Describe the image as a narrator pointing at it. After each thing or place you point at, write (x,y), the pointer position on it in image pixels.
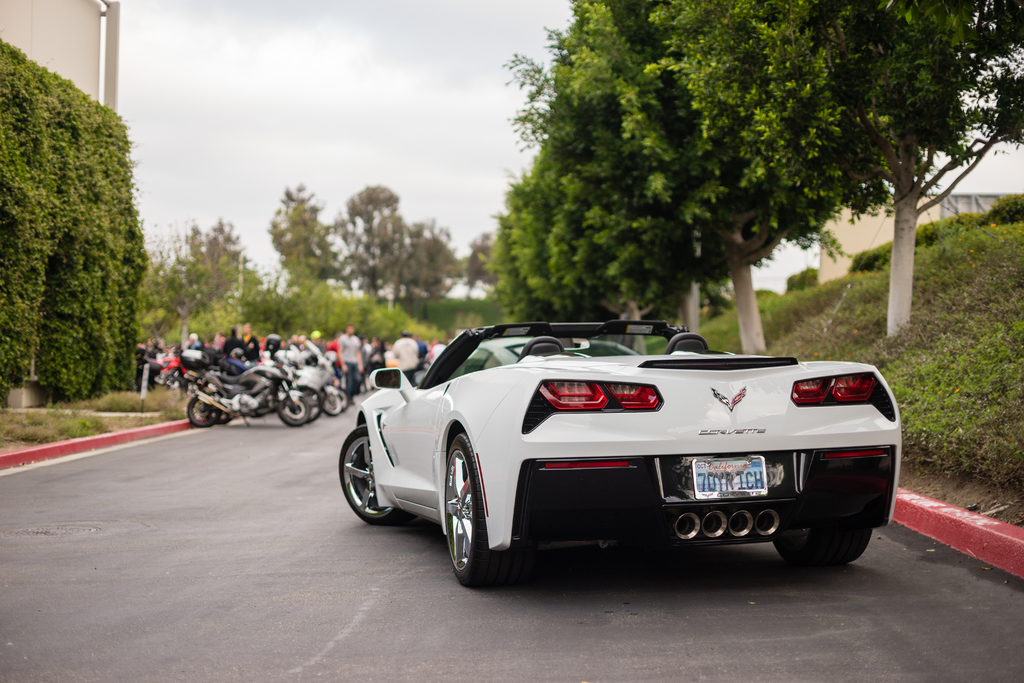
In this image we can see some people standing and we can also see vehicles (672,386), trees (641,226), grass (937,454), plants (81,337) and in the background (297,87) we can see the sky (295,135).
